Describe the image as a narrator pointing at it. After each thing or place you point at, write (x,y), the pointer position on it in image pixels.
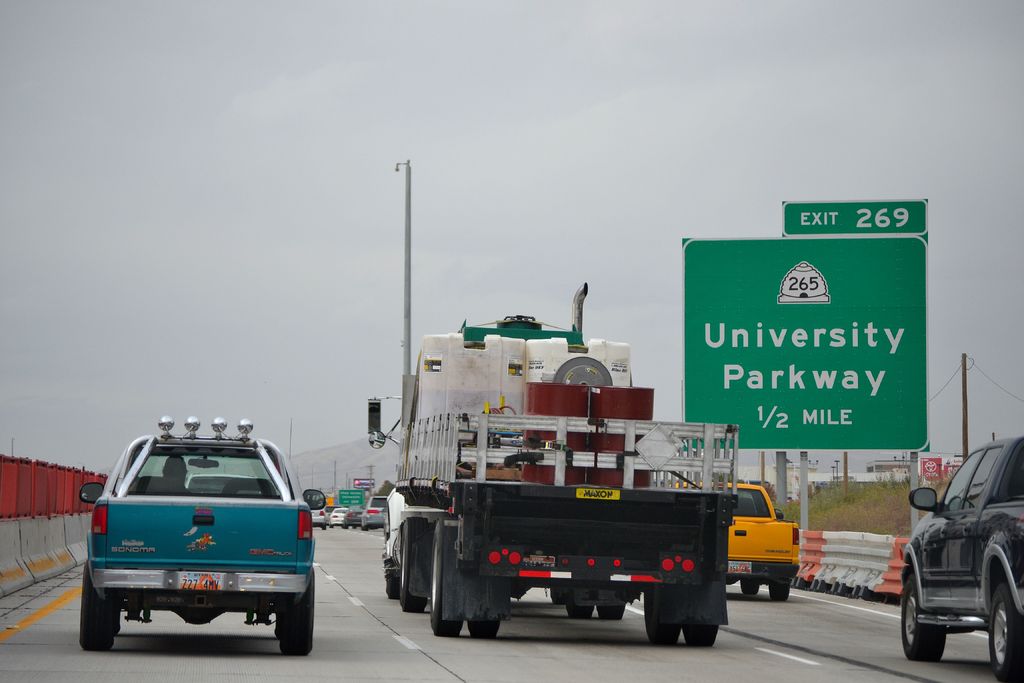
In this picture we can observe a lorry (394,552) on this road (441,647). There are some vehicles (257,560) moving on this road (622,646). We can observe blue, yellow and black color cars (731,564). On the right side (836,318) there is a green color board (754,309) fixed to the pole (807,459). In the background (279,172) there is a sky (238,139).
